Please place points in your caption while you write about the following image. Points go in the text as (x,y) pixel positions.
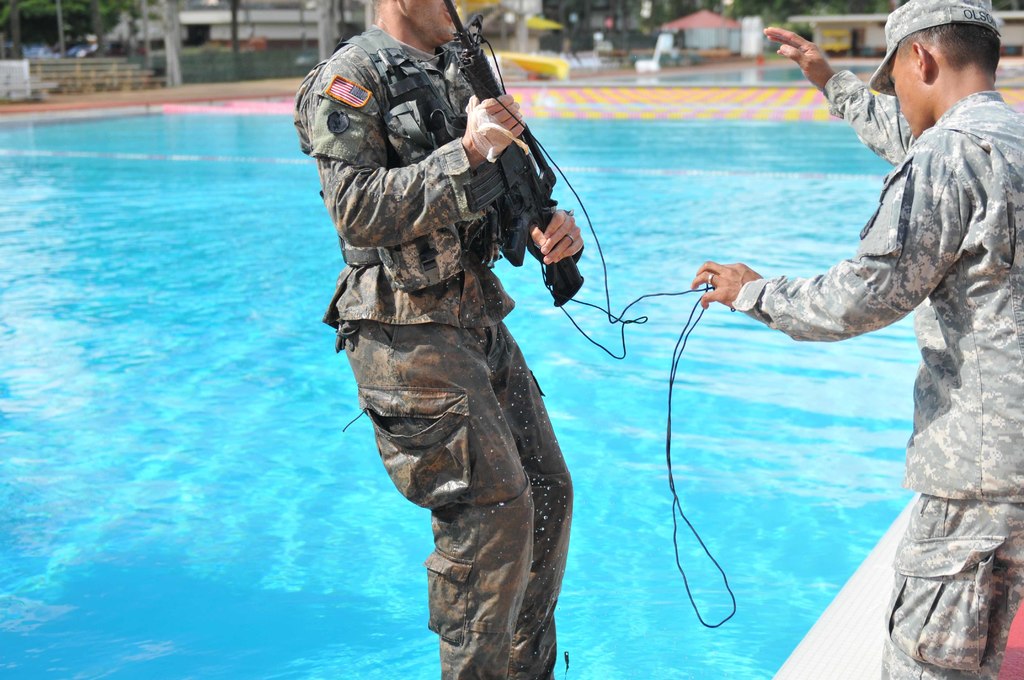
In this picture there is a person (463,295) standing and holding a gun (489,163) in his hand (489,132) and there is a swimming pool (210,298) behind him and there is another person (978,280) standing in the right corner (980,320) and there are some other objects (216,8) in the background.
